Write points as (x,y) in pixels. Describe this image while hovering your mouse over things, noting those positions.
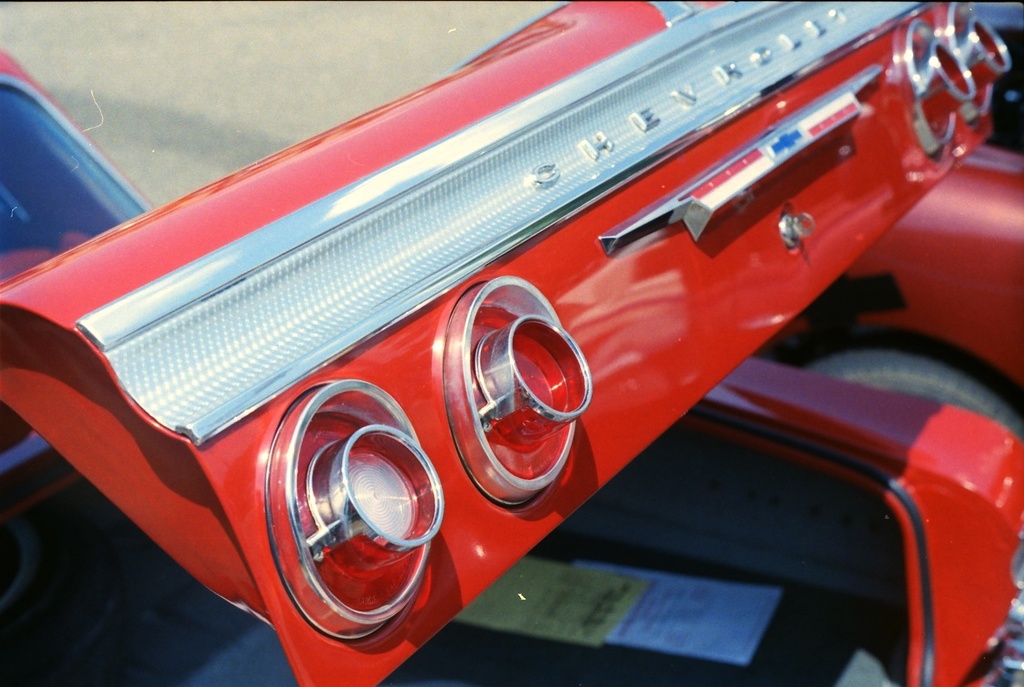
Here I can see a part of the car (666,302). Here I can see four lights (490,436) to this. At the bottom of the image (590,639) I can see few papers (623,628) are placed in the car (766,628). This car (910,486) is in red color.
